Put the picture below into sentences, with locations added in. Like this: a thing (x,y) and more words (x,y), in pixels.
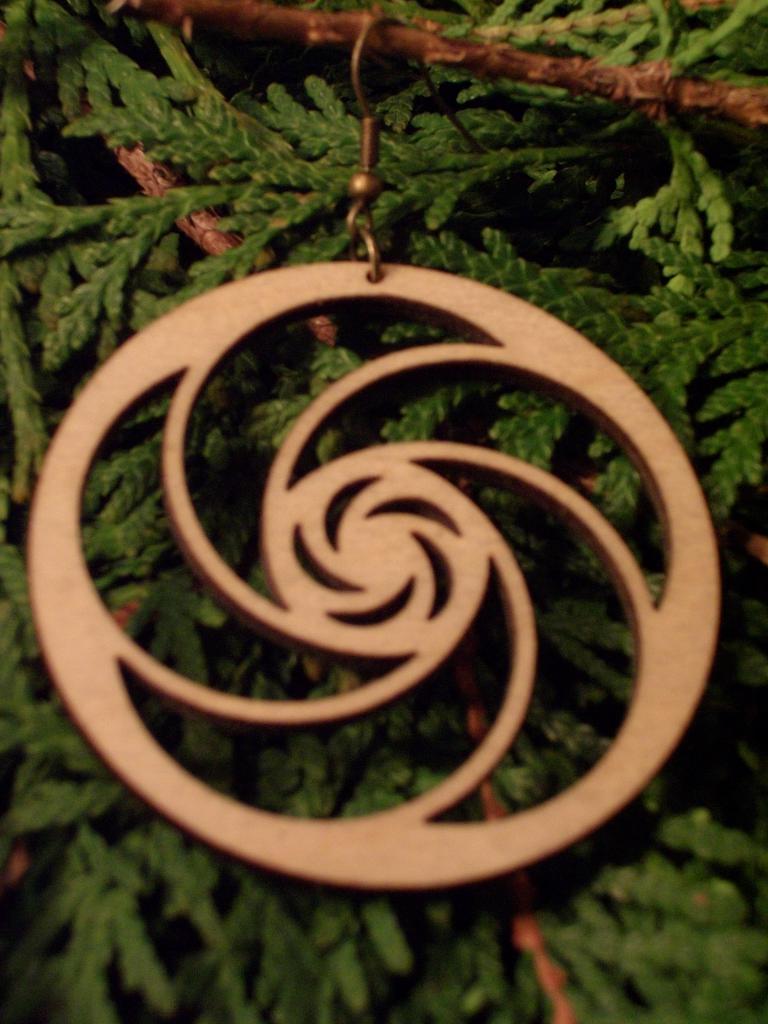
In this image, we can see some leaves (204,142). There is a decor (178,475) in the middle of the image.
